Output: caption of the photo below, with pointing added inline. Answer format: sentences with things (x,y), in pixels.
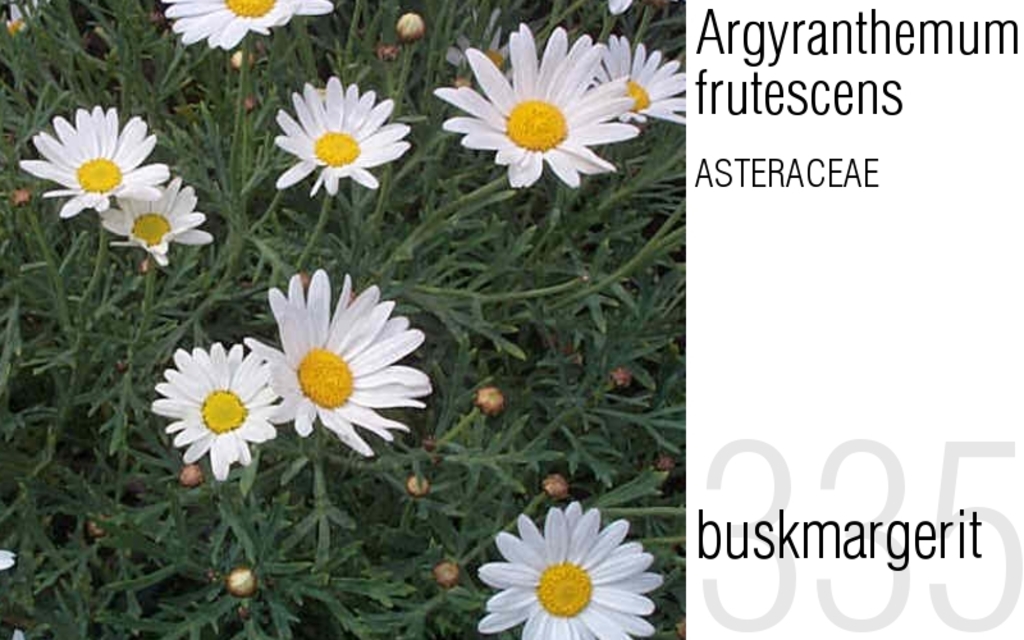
There are plants (426,260) which has few white color flowers (352,317) on it and there is something written beside it.
